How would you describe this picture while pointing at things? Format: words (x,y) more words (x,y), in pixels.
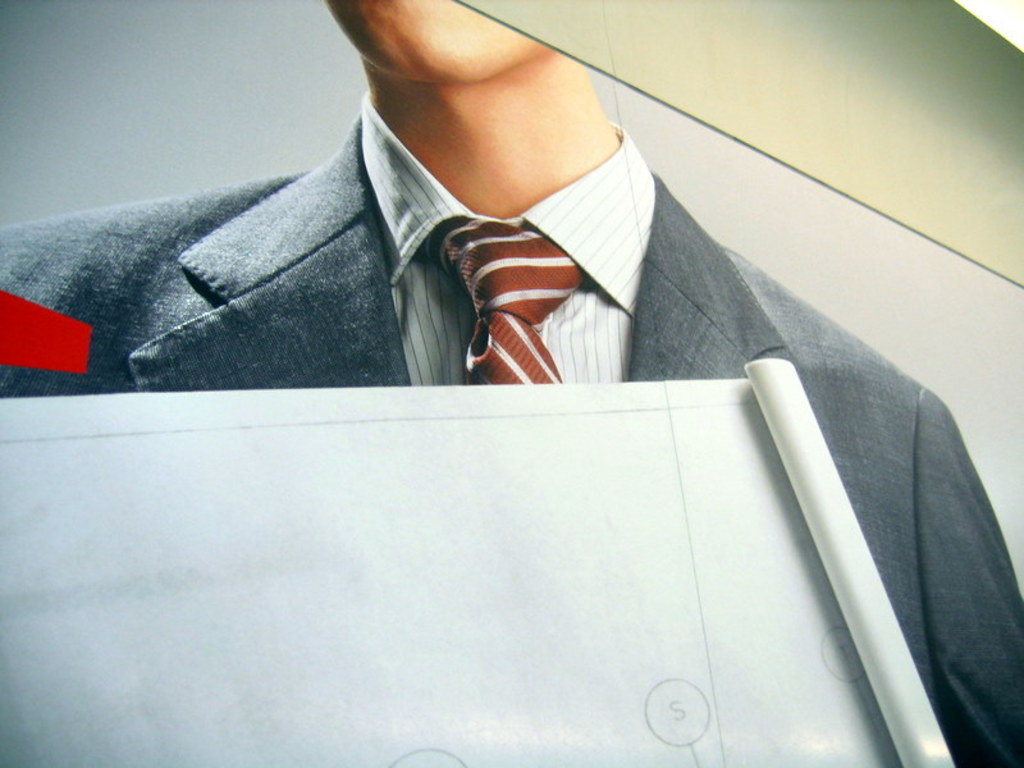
In this picture we can see a person (930,481) in a suit (976,706) and a sheet (679,555).
